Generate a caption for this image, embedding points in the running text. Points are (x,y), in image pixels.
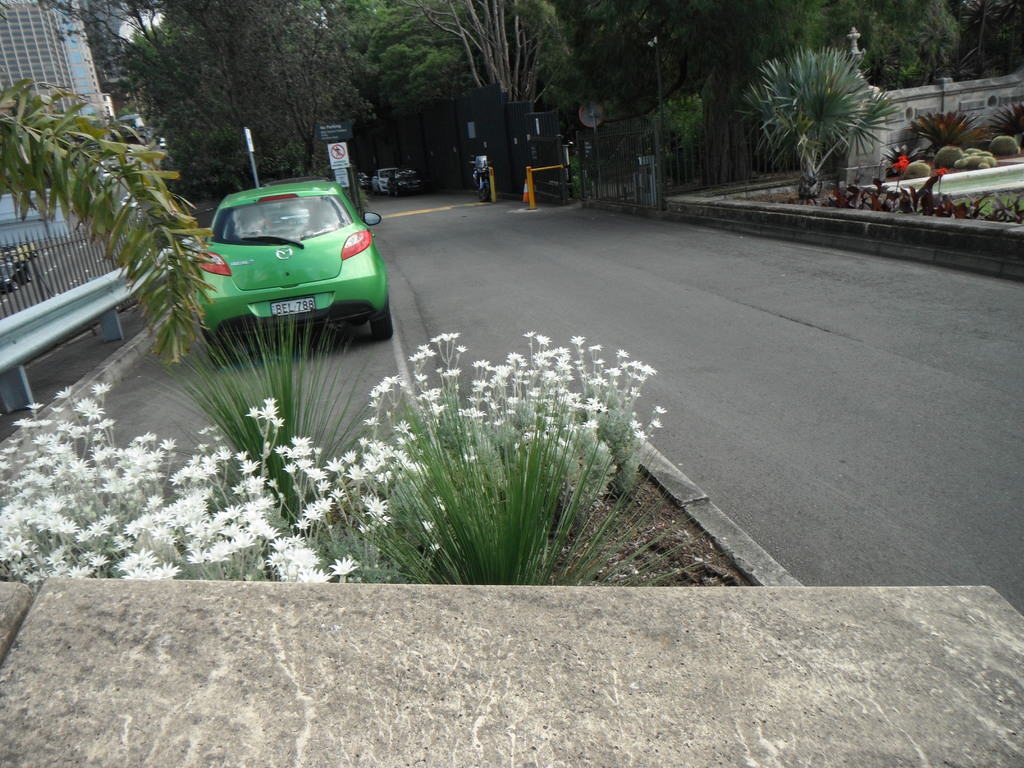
On the left (264,323) we can see plant (152,522) with flowers (158,506), a car (225,239) on the road (196,340), fence (40,243) and behind it there is a vehicle (34,205) on the road (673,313) and buildings (103,83). In the background (509,45) there are trees (535,53), poles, sign boards (342,162), plants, vehicles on the road (463,232), wall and a fence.
